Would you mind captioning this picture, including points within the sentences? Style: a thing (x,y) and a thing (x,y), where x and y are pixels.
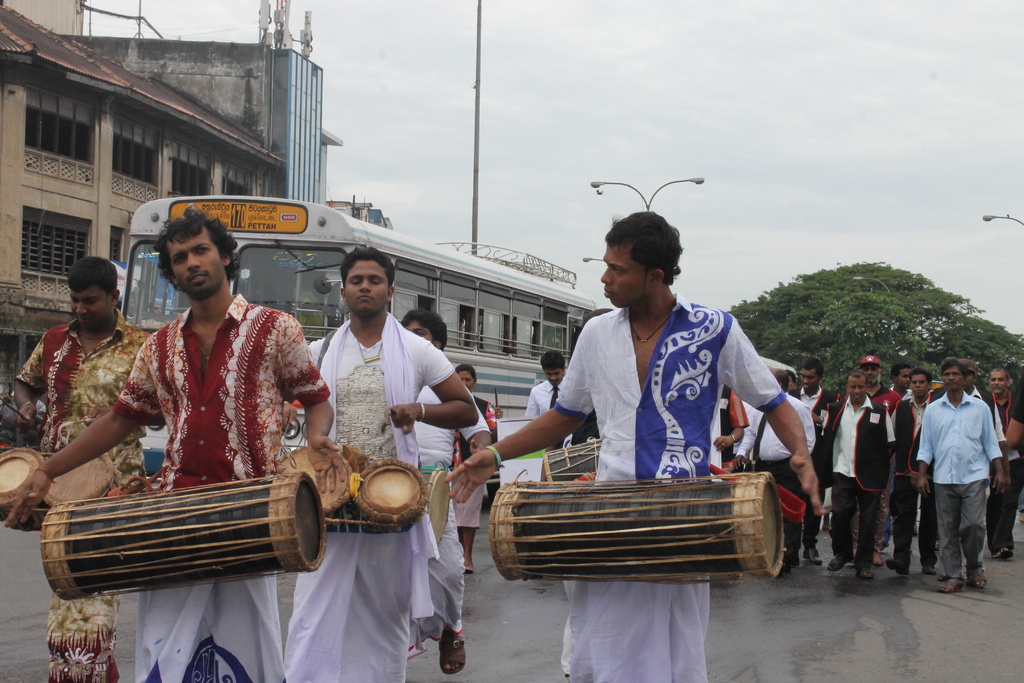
Here some people (337,365) are playing some musical instrument (404,465) and walking on the road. Behind them a group of people (919,391) are walking and also a bus (332,276) is there. In the background (771,143) there is sky (820,167) and a tree (836,270). We can see a building (89,137) over the left side (83,187).
